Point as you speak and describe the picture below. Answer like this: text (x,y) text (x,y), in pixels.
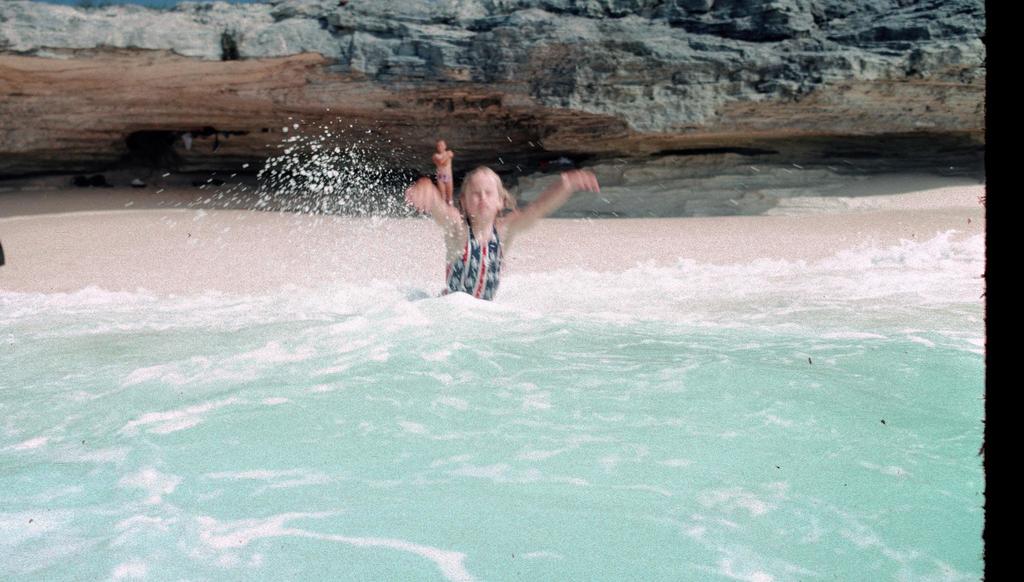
In the foreground of the picture (461,380) there is a water body (452,446). In the center (482,252) can see a person (471,239). In the background (438,54) we can see sand (277,223), rock (378,67) and a person (448,172) standing.
